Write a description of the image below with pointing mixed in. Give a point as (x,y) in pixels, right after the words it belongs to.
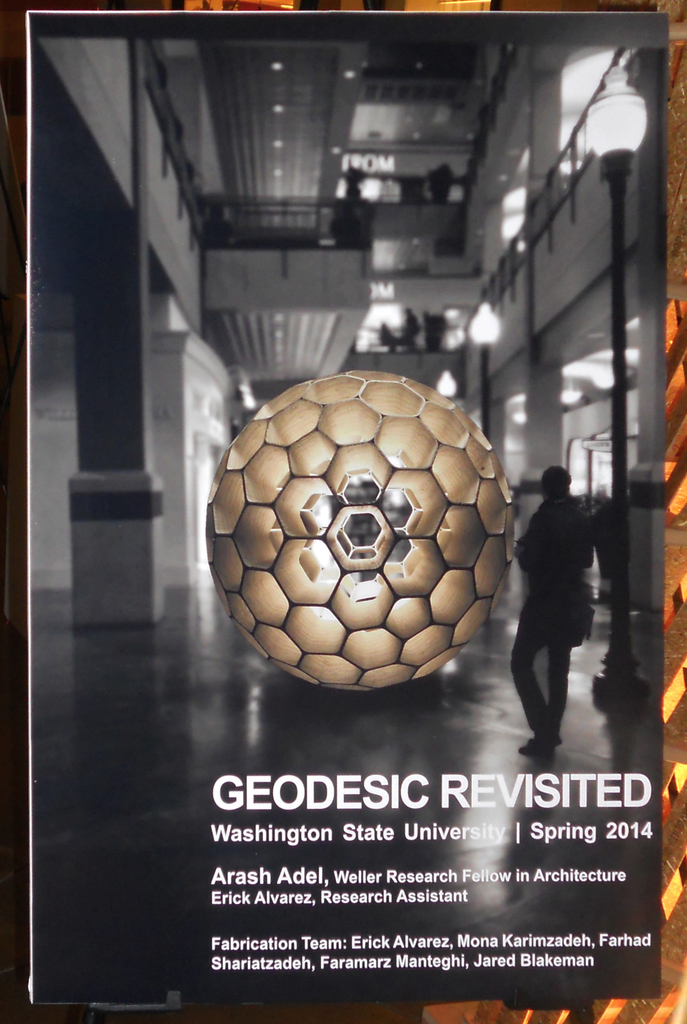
In this picture there is a photo frame (429,435) which has an object (424,572) and something written below it.
